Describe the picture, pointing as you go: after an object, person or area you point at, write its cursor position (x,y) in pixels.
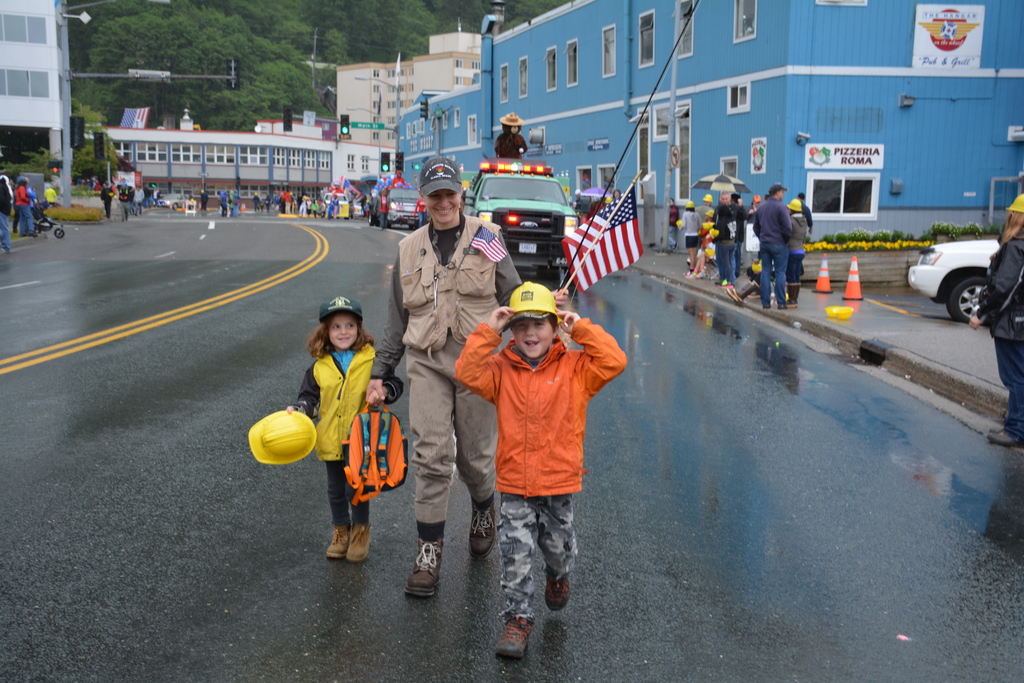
In this image we can see a few people (524,370), among them some are wearing the yellow color helmets (311,426) and we can see a person (395,313) holding a flag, there are some vehicles (541,172), buildings (557,131) with windows (667,111), poles (675,98), lights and other objects (364,123), in the background (178,57) we can see the trees (235,90).
